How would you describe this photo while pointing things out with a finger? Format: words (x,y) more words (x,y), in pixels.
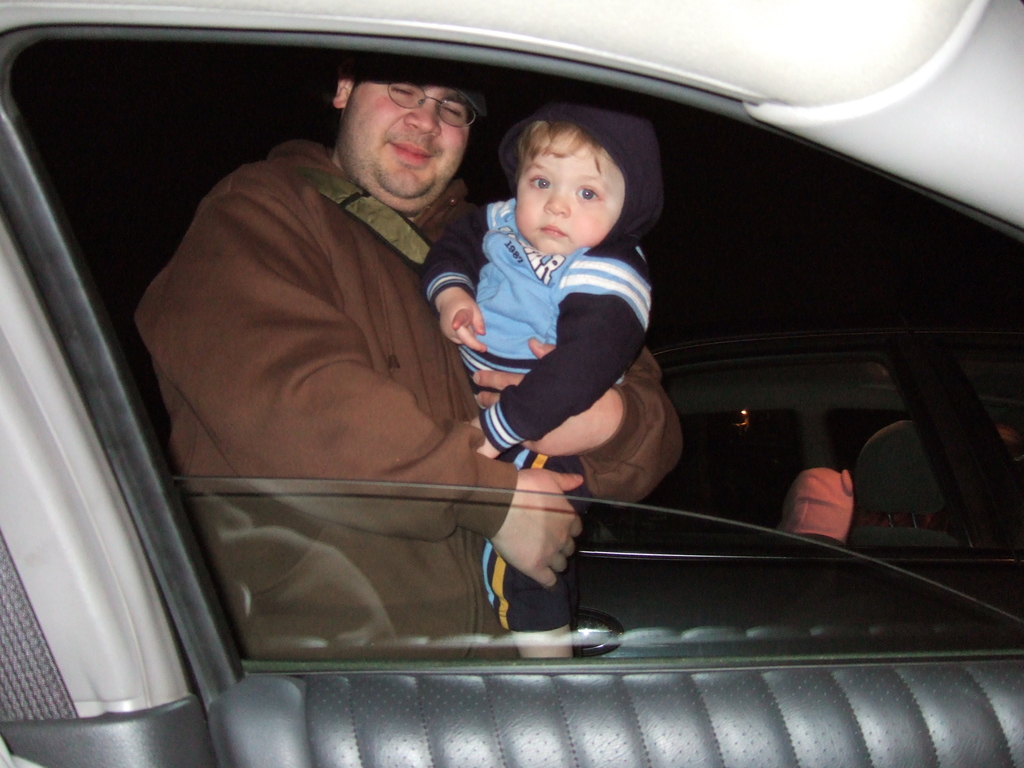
In this image I see a man (407,192) who is carrying a baby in his hands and I see the inside view of a car (26,668) and there is another car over here.
